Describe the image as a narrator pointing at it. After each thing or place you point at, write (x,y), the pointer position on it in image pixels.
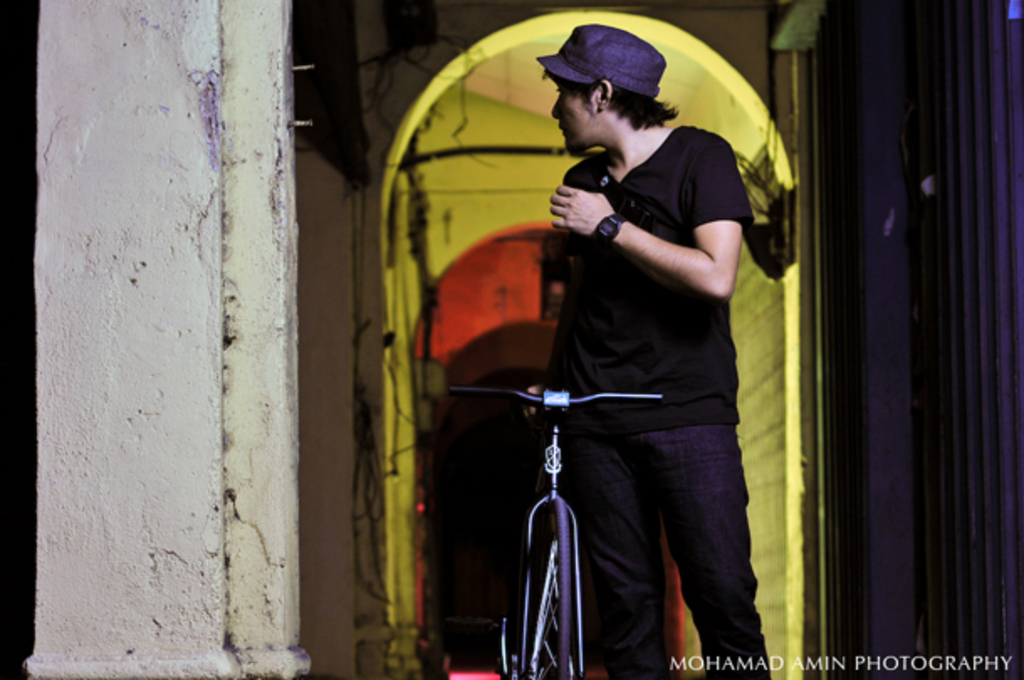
In this image I can see a person (657,182) standing with bicycle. There are walls (185,432), cables (364,425) and water mark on the bottom of the image (809,657).
